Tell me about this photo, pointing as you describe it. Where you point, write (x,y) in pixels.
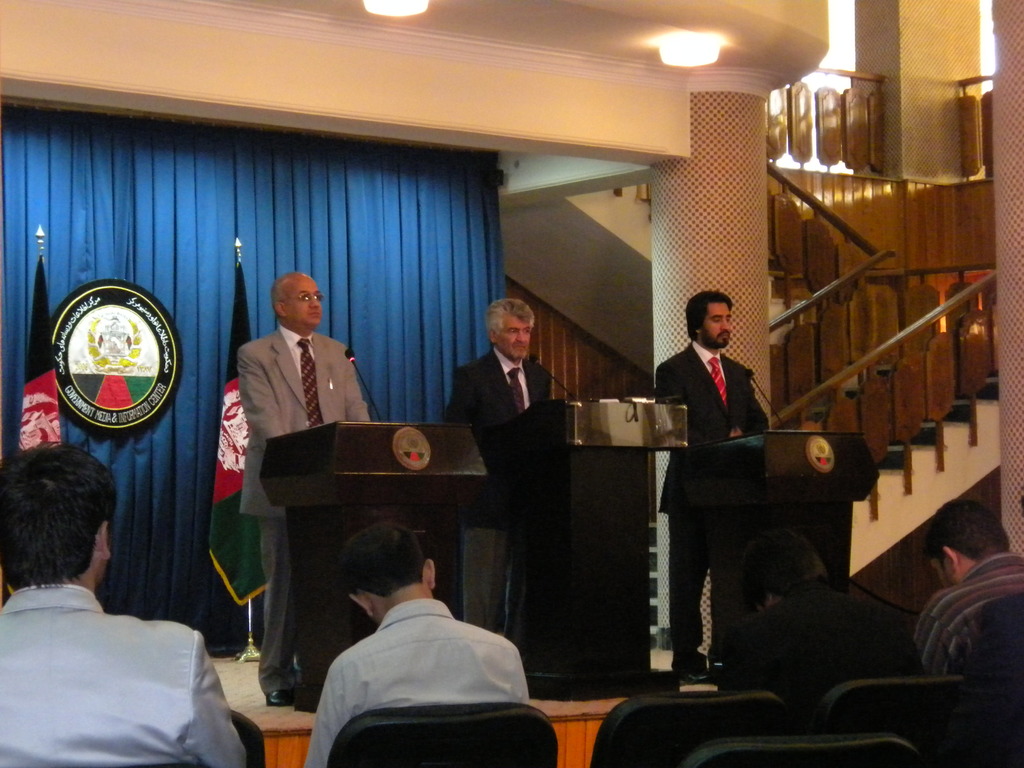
In this image I can see few chairs (747,711) which are black in color and few persons (219,679) are sitting on them. I can see the stage (239,680), few persons (333,390) standing on the stage (243,667) in front of the podiums (637,486), few flags (38,339), the blue colored curtain (164,230), a building (645,34), few stairs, the railing (829,278), a pillar (702,99) and few lights (691,59).
